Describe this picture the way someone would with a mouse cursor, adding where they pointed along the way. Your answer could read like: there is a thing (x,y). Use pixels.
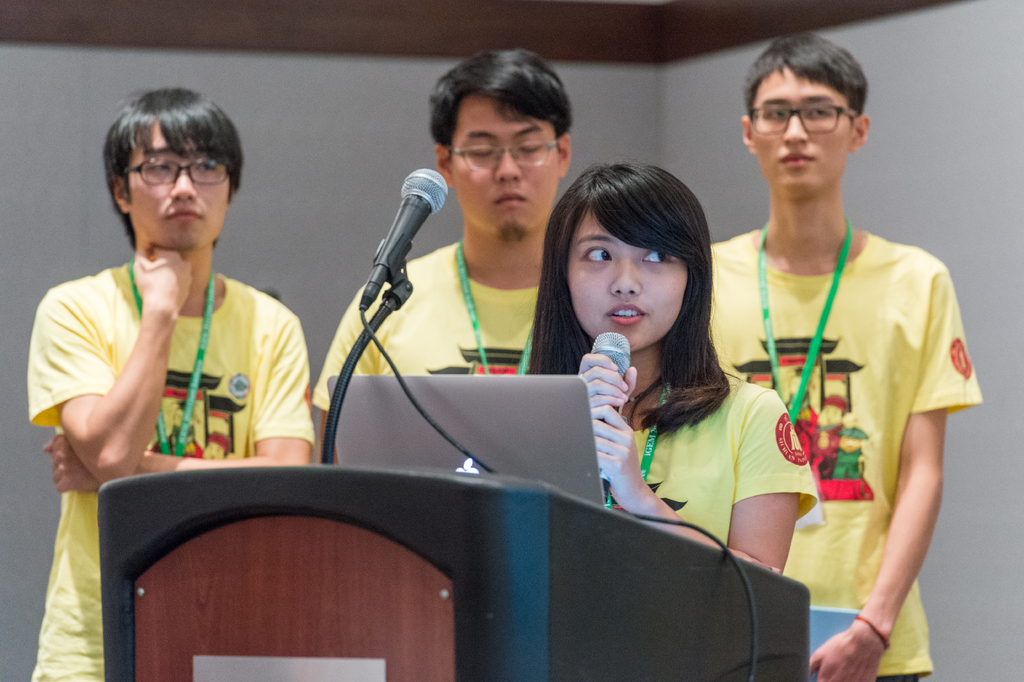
A girl (626,402) is holding mic (615,362) and talking. In front of her there is a stand (519,579). On the stand (582,508) there is a laptop (483,404), mic (407,239) and mic stand (400,304). Behind her three persons (801,340) standing wearing green tag (193,382) and specs (492,148). In the background (347,151) there is a wall (720,89).
